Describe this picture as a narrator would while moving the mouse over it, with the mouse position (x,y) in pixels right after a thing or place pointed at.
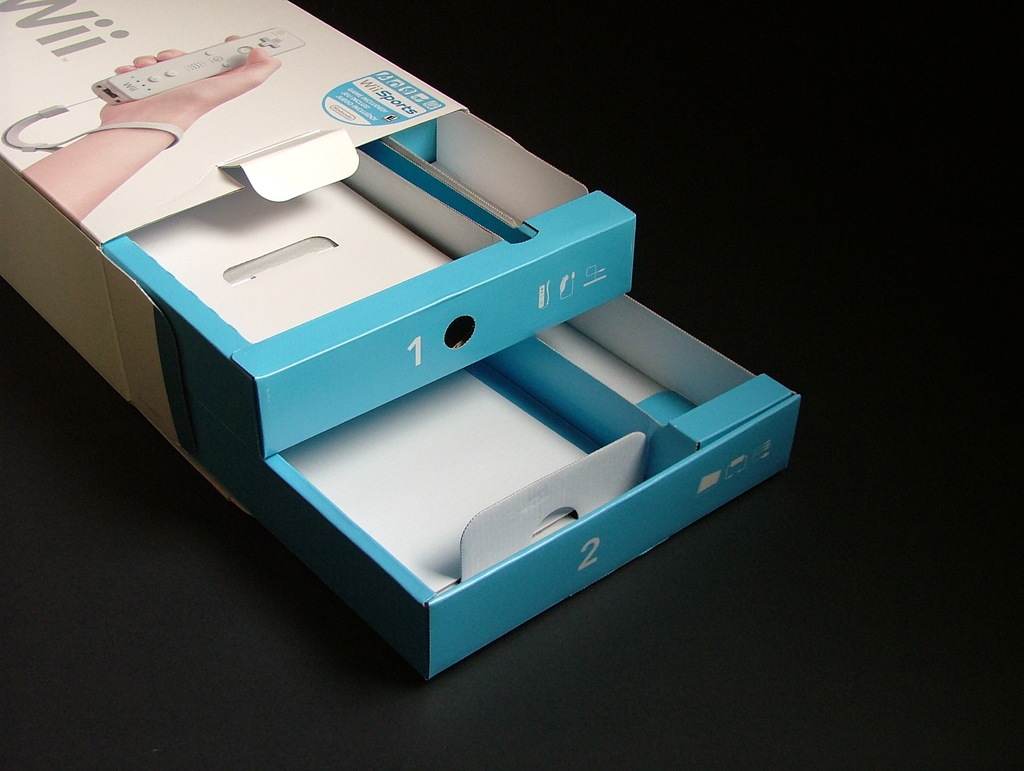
We can see objects (201,267) in a box (180,218), on this box (222,126) we can see a remote (219,71) hold with hand (164,108). In the background (45,742) it is dark.
